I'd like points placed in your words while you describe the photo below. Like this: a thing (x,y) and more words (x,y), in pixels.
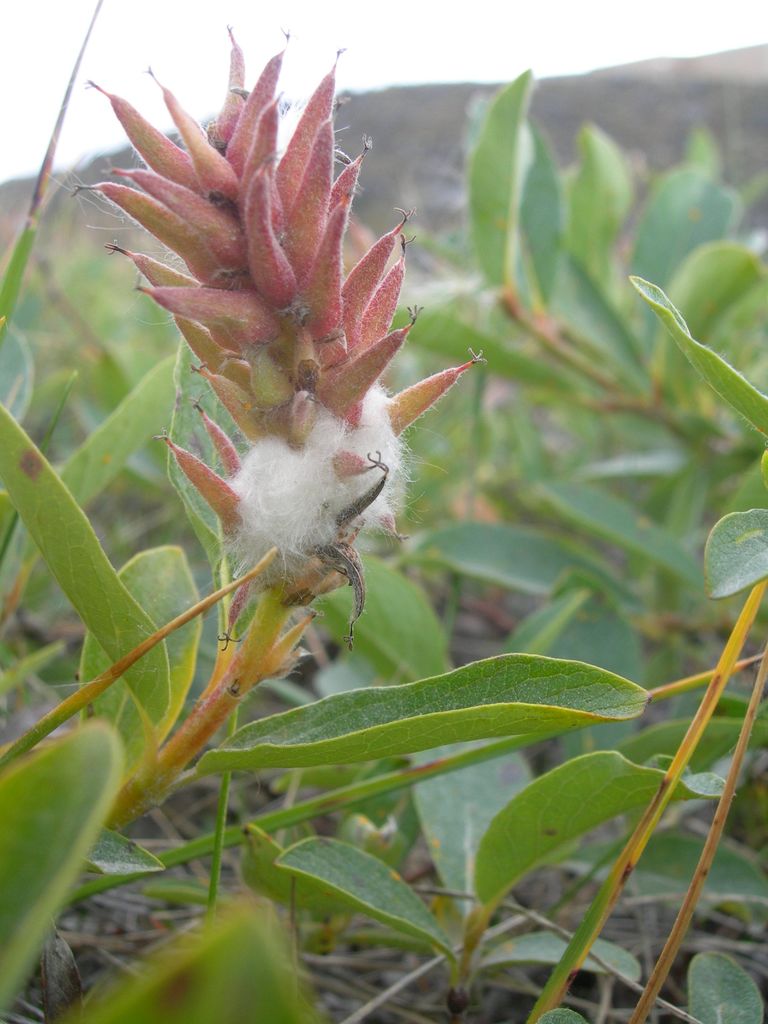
In this image there is a plant (164,701) having a flower (248,349) and leaves (151,738). Background (662,336) there are plants (440,429) having leaves (602,312). Behind there is a hill (415,129). Top of the image (214,75) there is sky (206,65).
